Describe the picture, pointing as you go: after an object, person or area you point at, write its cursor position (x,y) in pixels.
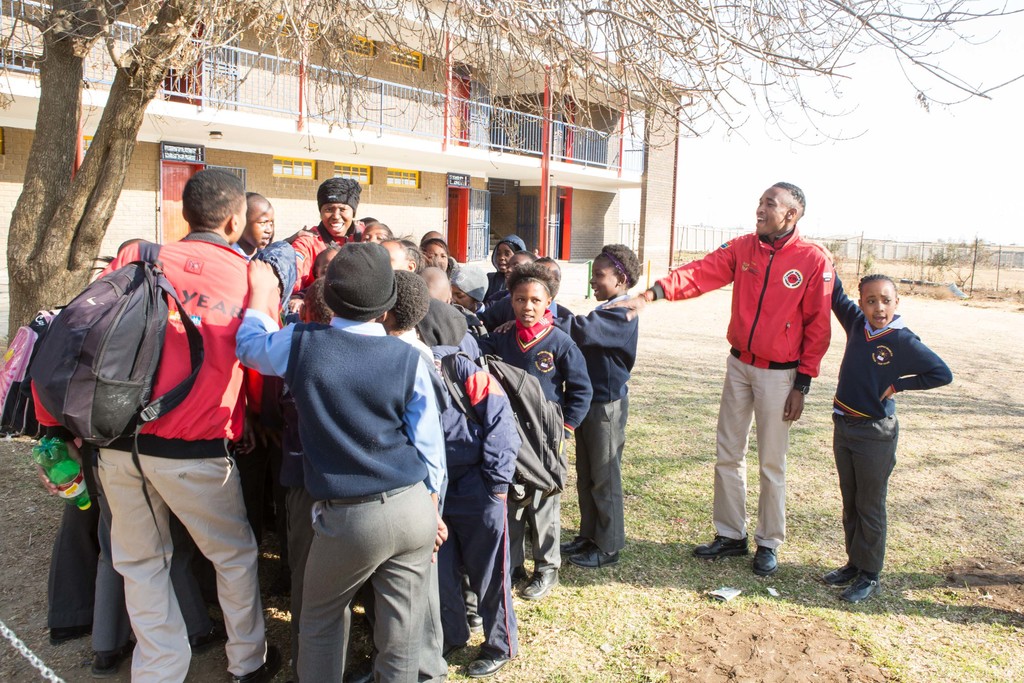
In this image there are a group of children (394,312) and some adults (747,310) standing on the surface of the grass (665,396), behind them there is a tree (368,77) and a building (476,261), beside the building (662,236) there is fence (948,243).
